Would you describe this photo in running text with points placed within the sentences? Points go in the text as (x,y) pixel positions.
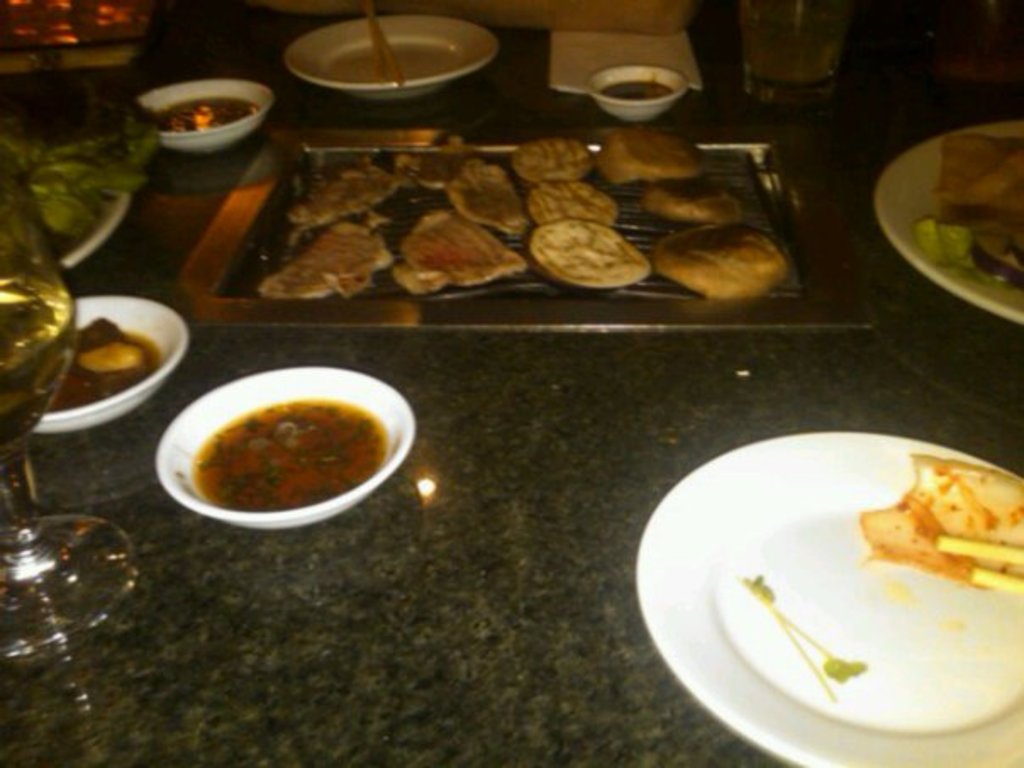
In this image at the bottom (344,575) there is table (203,572), and on the table (504,616) there are some plates (753,618), bowls (222,435), tray (305,241), glasses (968,72). In the glasses (966,55) there is drink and in the plates (769,622) there is some food (930,513), and in the background (35,25) there are some objects (121,20).
